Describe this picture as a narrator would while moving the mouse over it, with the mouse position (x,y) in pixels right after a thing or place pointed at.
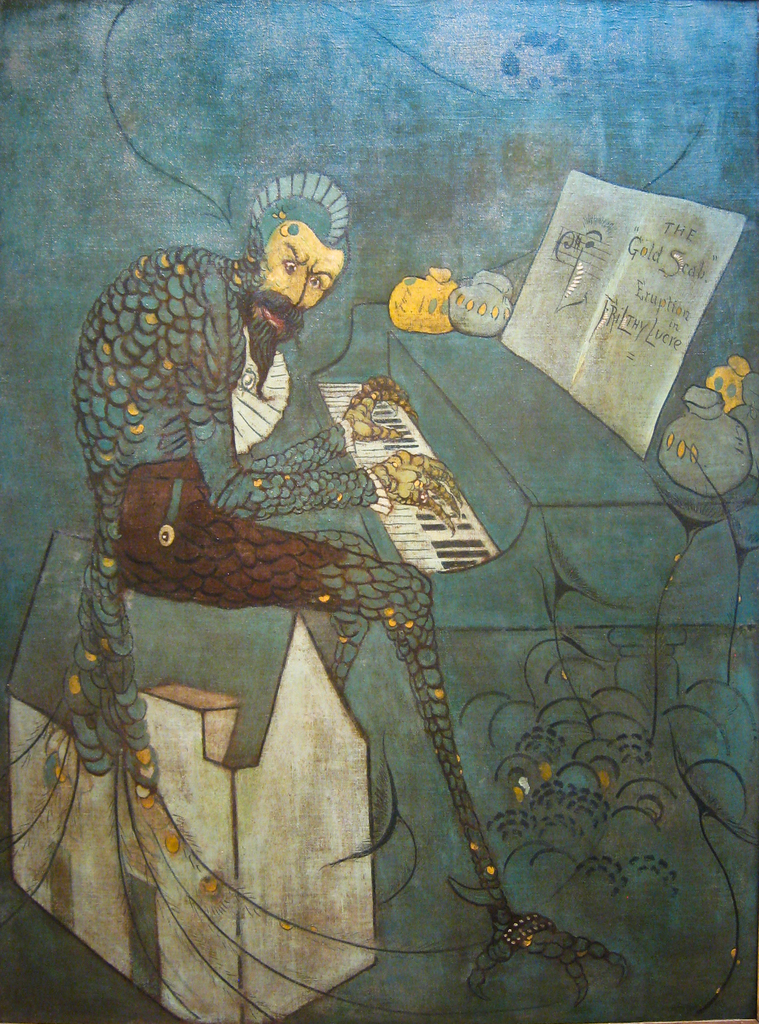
This picture is painting. In the center of the image (426,498) we can see a person (288,375) is playing a keyboard (428,516). On the right side of the image (686,436) we can see some objects (446,326) and book (654,307) are there.
